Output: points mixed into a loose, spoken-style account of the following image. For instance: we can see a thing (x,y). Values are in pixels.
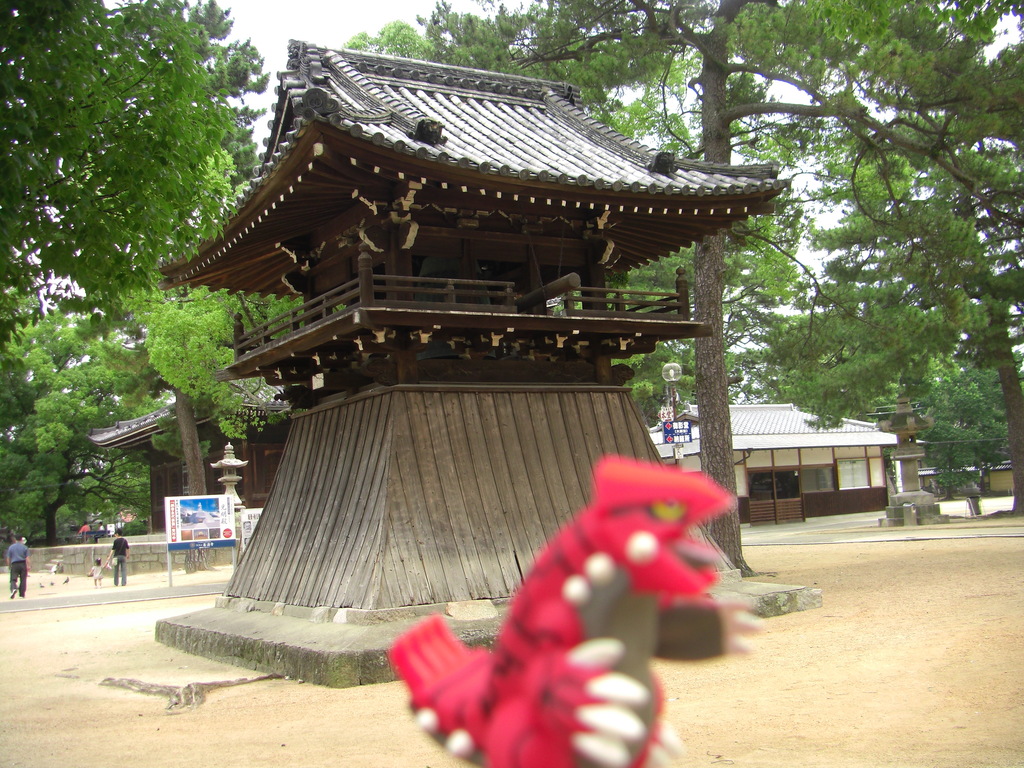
This is an outside view. At the bottom of this image (546,666) there is a toy (646,500). In the background (420,292) there are few buildings (484,391) and trees (106,201). On the left side (119,556) there are few people (17,554) on the ground (69,599) and also there is a board (197,513). At the top of the image (287,24) I can see the sky (331,21).
